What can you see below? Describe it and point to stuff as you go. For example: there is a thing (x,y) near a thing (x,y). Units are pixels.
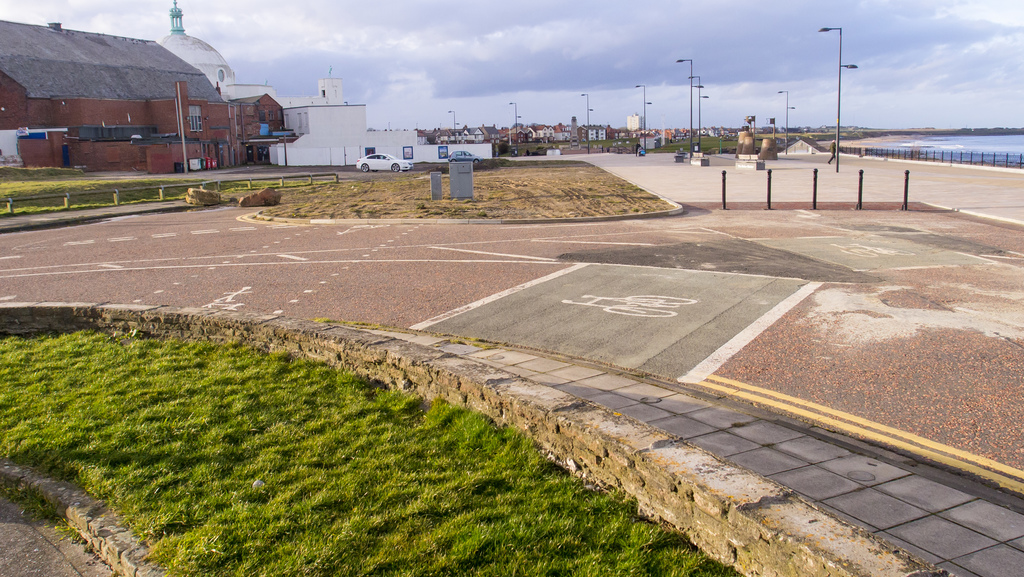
In this image there is a road (589,317) in the middle (471,278) and there is a garden (310,402) on the left side (335,508). In the background (261,126) there are buildings (199,124). In front of the building (220,134) there is a car (381,156). On the right side (692,145) there are electric poles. At the top (487,68) there is sky (465,38). On the right side (877,483) bottom there is a floor (967,505). On the right side (995,140) top there is a sea (971,142).
